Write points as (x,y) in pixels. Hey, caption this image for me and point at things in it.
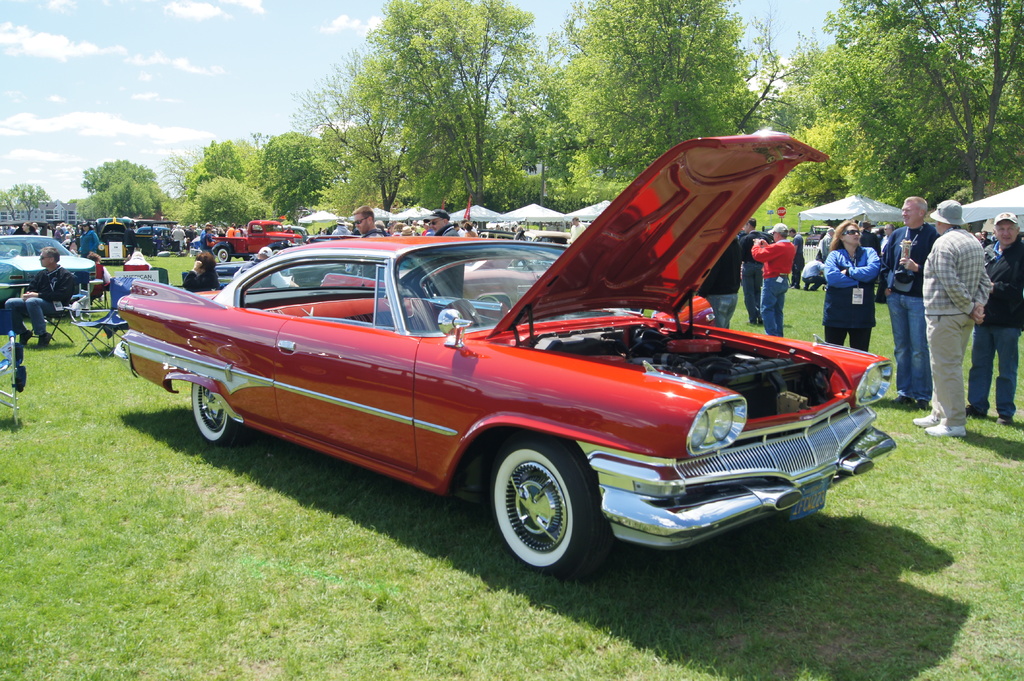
In this image there is a red car (405,375), there is a grass (244,550) there are a few people (906,276) standing on the right of the image (897,294), there are trees (675,113), there is a sky (171,121) there is an empty chair (126,286) there is a man (40,294) sitting on the chair (53,310) there are tents (531,217).
